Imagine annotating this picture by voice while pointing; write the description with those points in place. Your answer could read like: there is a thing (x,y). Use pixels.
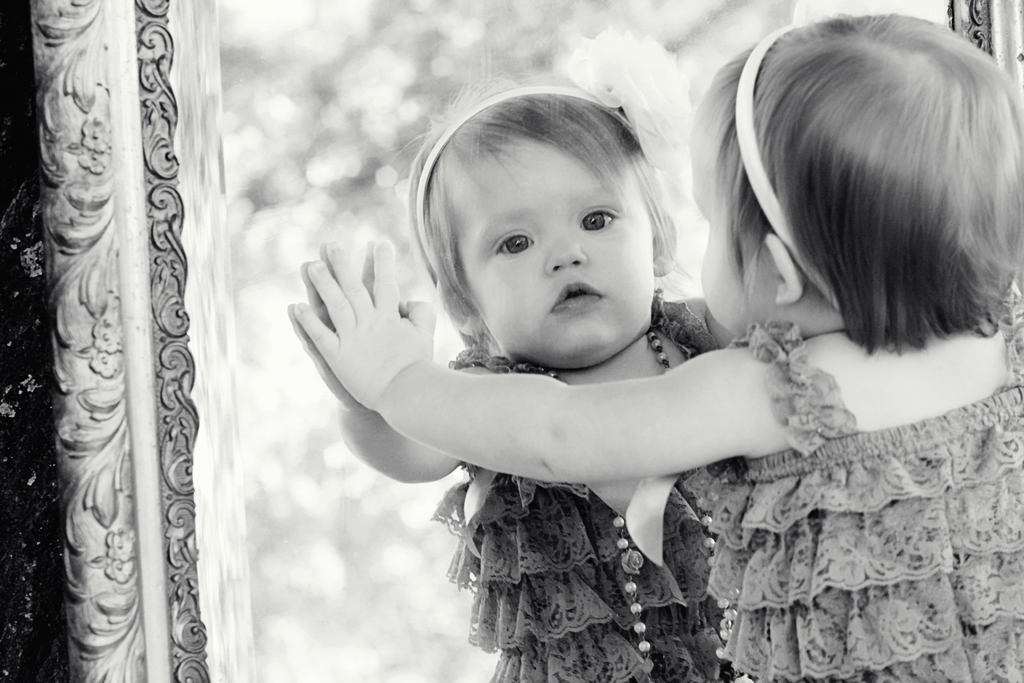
In this picture we can see a girl (927,252), she is standing in front of the mirror (703,296).
